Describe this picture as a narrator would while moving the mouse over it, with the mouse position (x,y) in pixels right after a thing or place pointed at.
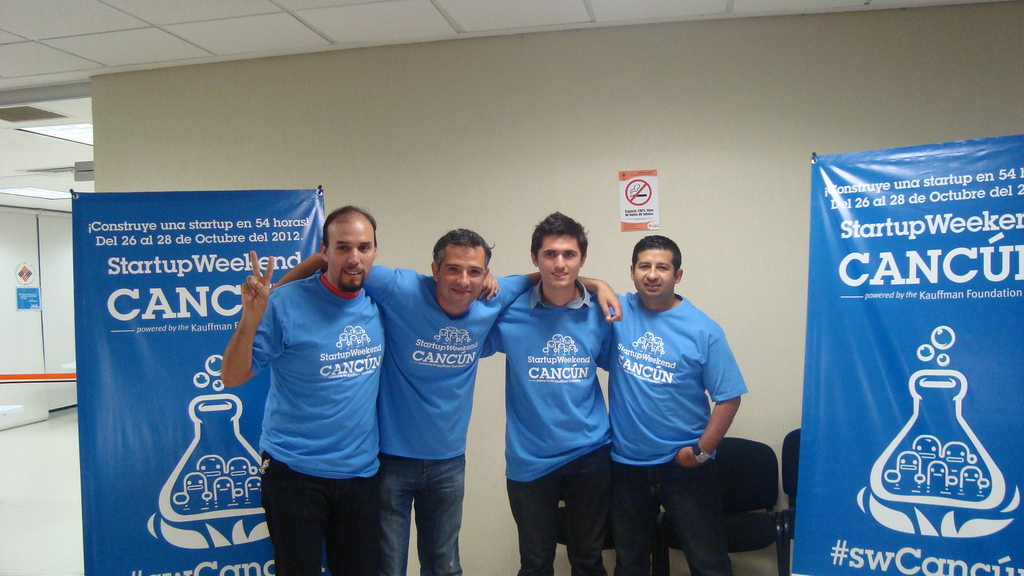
There are four persons (347,314) in blue color shirts (577,379), standing, smiling and keeping hands (612,306) on the shoulders (415,300) of each other. On both sides of them, there is blue color banner (831,504). In the background (648,203), there is a poster (645,190) pasted on wall (829,114), there are chairs (736,494) arranged and there is floor (62,456).
